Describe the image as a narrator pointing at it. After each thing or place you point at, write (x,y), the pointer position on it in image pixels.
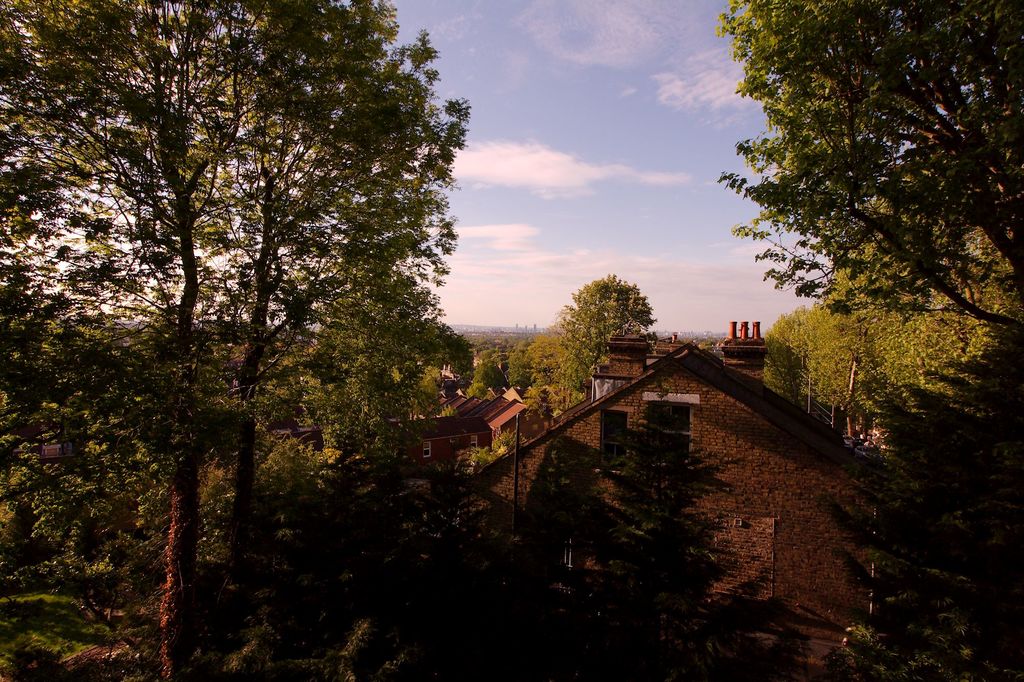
In this image at the bottom (753,455) there are houses (787,515). In the middle (622,291) there are trees (813,398), sky (640,202) and clouds (511,160).
